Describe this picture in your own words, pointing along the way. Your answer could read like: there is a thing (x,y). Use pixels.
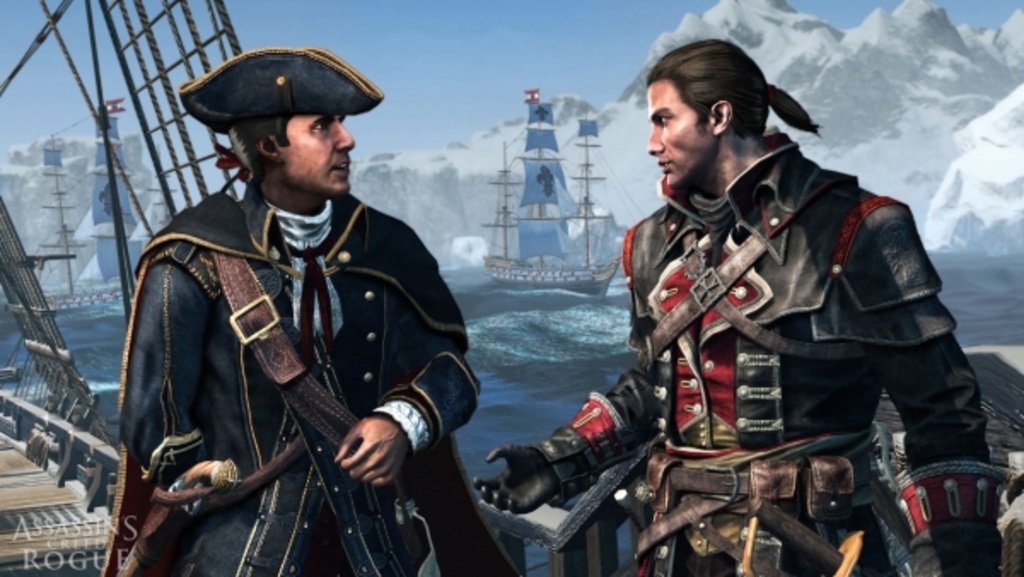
As we can see in the image there are two people (322,450), water (530,306), boat (532,236) and hills (984,73). On the top (553,44) there is sky (383,40).
